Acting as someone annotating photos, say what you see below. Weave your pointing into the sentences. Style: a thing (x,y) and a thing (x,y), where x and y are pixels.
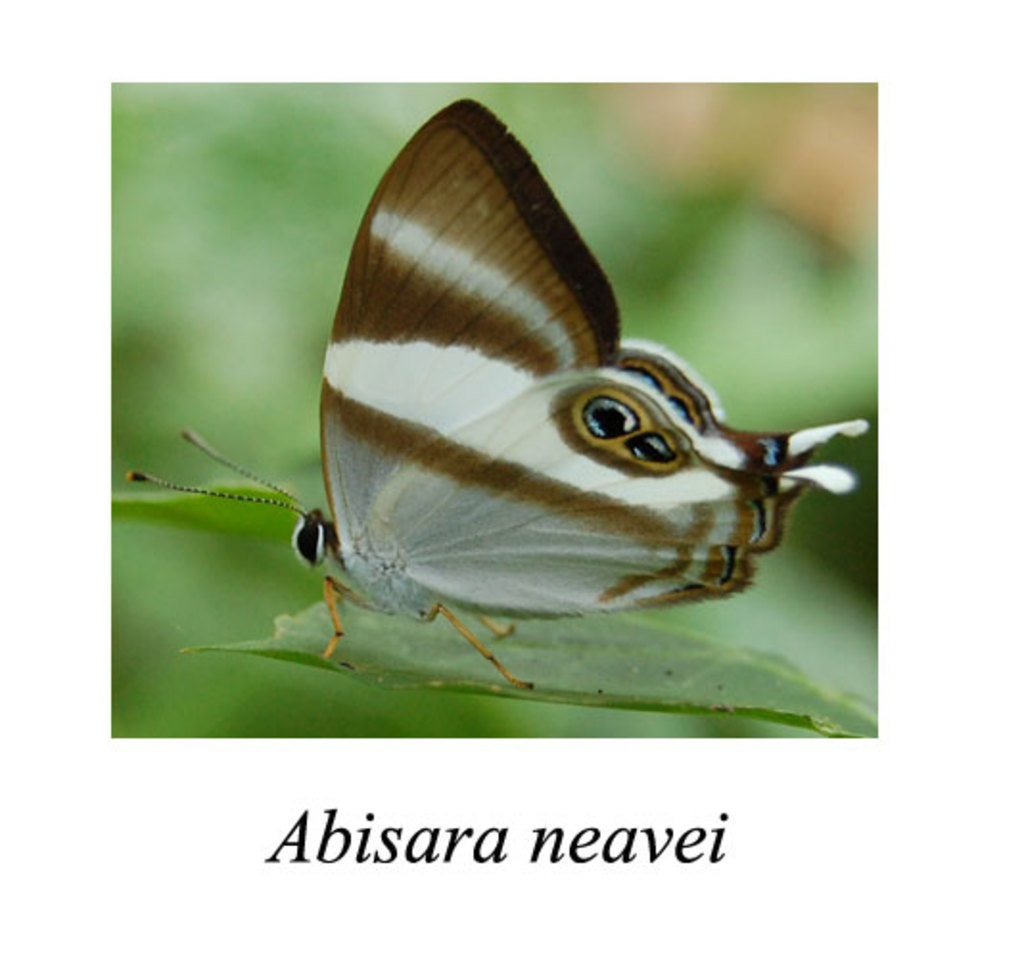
This is an edited image. I can see a butterfly (381,611) on a leaf (349,633). There is a blurred background (201,186). At the bottom of the image (580,860), I can see a watermark (580,860).
